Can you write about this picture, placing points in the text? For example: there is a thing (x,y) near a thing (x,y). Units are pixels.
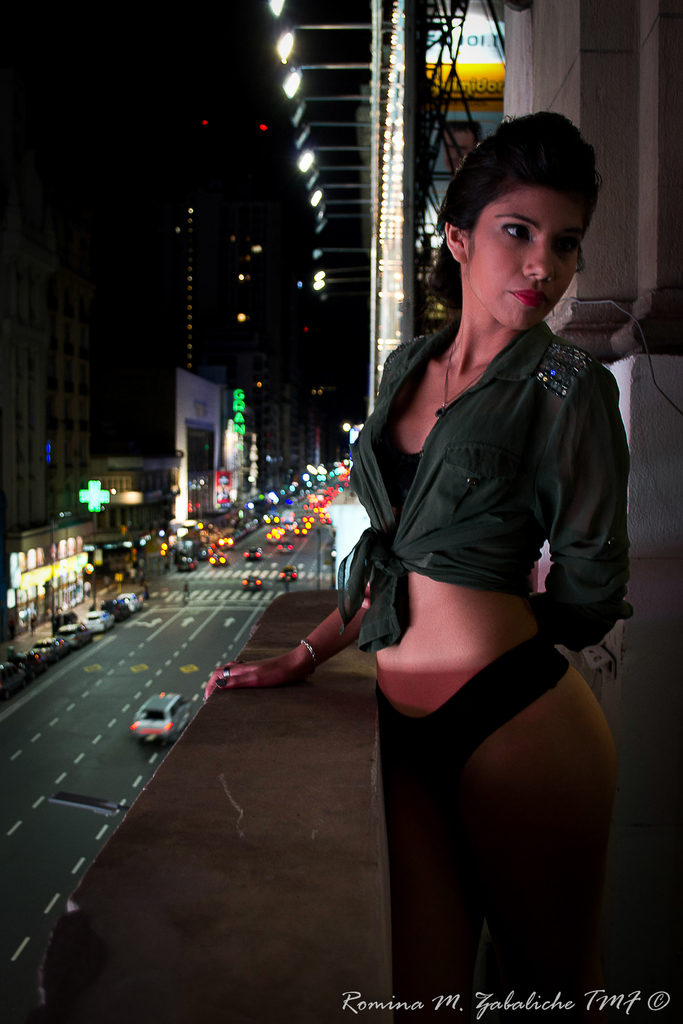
This image is taken in the nighttime. In this image there is a girl (473,503) standing in the corridor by keeping her hand (282,657) on the wall (295,696). At the bottom (97,707) there is a road (152,646) on which there are so many vehicles (251,550). There are buildings (160,464) on either side of the road (155,610). At the top (310,161) there are lights (297,75). There are few cars (1,665) parked on the footpath (89,608).
